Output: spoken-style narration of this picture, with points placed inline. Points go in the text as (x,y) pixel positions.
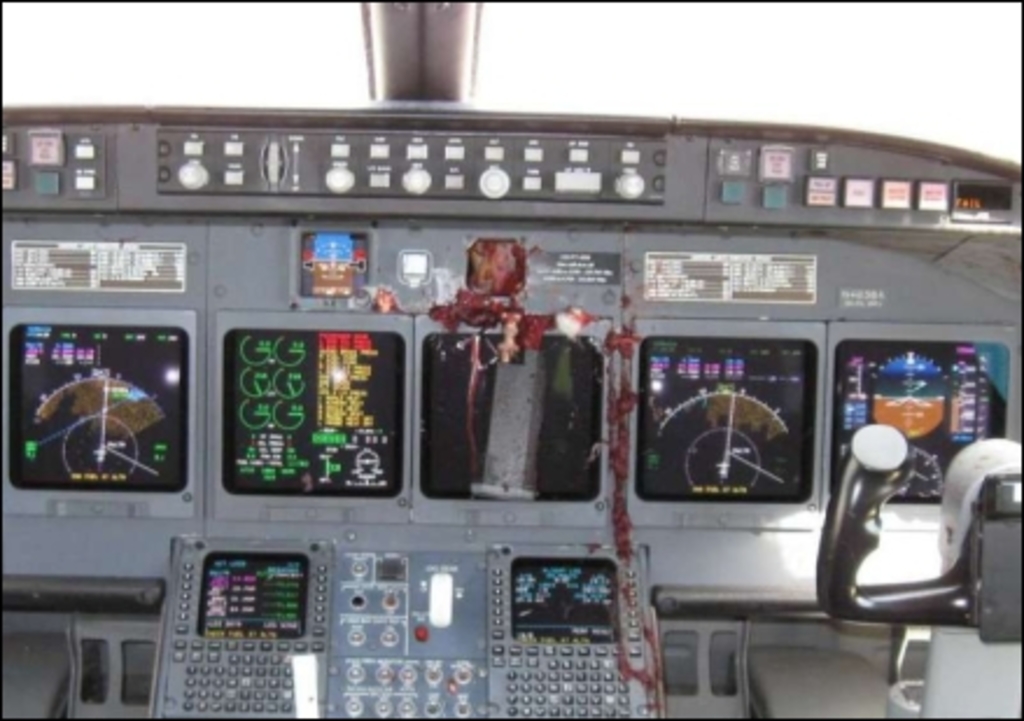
On the right side (1010,492), there is a controller (876,446), on dashboard (779,437) of an aircraft (705,548). In which, there are display boards (666,402), buttons (585,179), lights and other objects (128,249). And the background (881,36) is white in color.
